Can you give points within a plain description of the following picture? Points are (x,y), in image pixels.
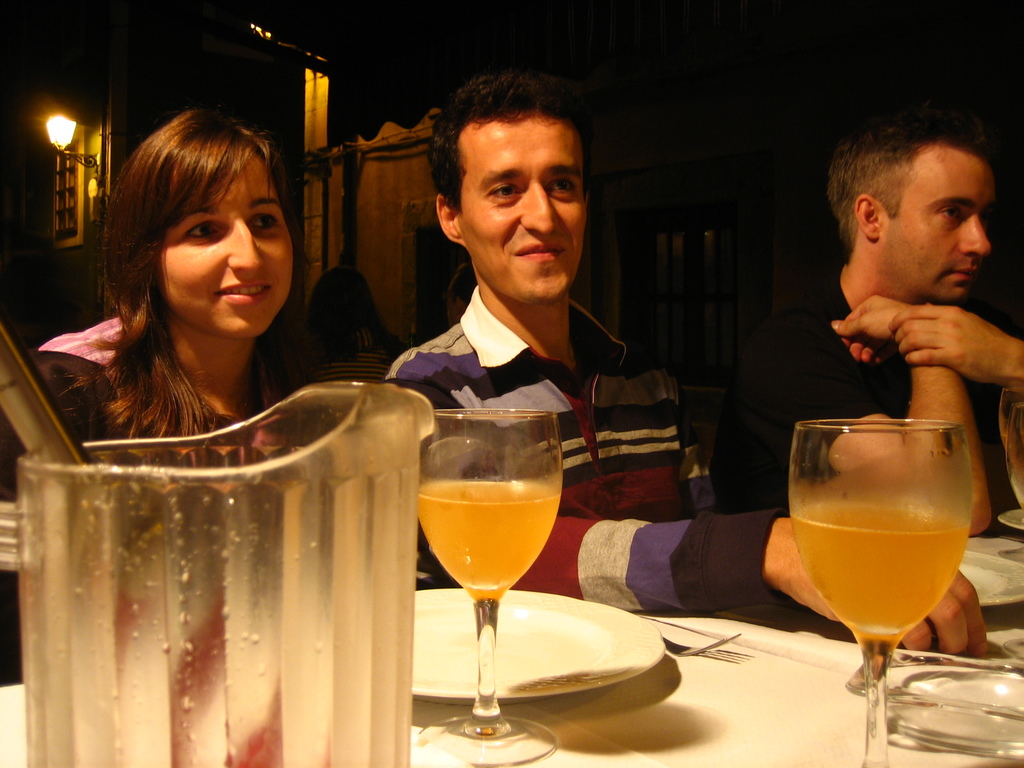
In this image there is a table (635,692) having glasses (919,558), jar (352,594), plates (577,678) and forks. Behind the table (847,663) there are people (603,370) sitting. Few people (350,297) are standing. Left side (72,141) a lamp (60,131) is attached to the wall (124,140) having a window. The glasses (464,555) are filled with the drinks (901,547). There is an object (58,423) in the jar (218,553).
